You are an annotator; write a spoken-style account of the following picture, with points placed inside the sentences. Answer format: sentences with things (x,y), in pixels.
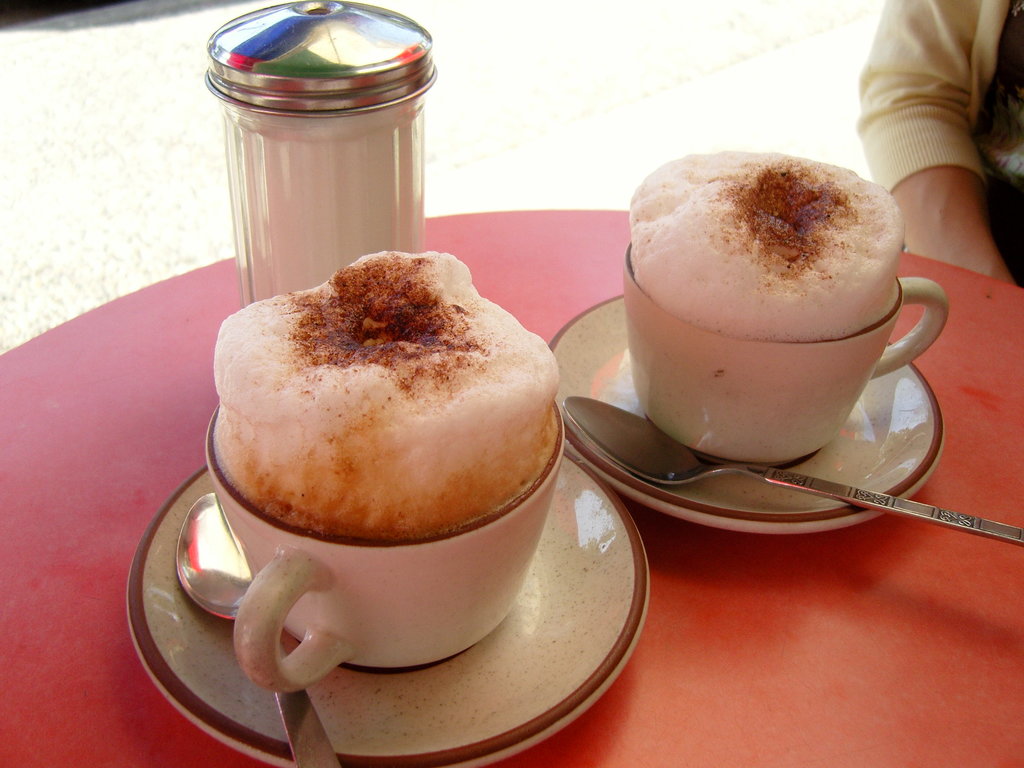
On the red table (597,762) we can see two cappuccinos (535,344), saucer (788,499), spoon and sugar bottle (319,101). On the top right (946,225) there is a man (937,216) who is wearing dress (958,73). Here we can see road (586,40).
